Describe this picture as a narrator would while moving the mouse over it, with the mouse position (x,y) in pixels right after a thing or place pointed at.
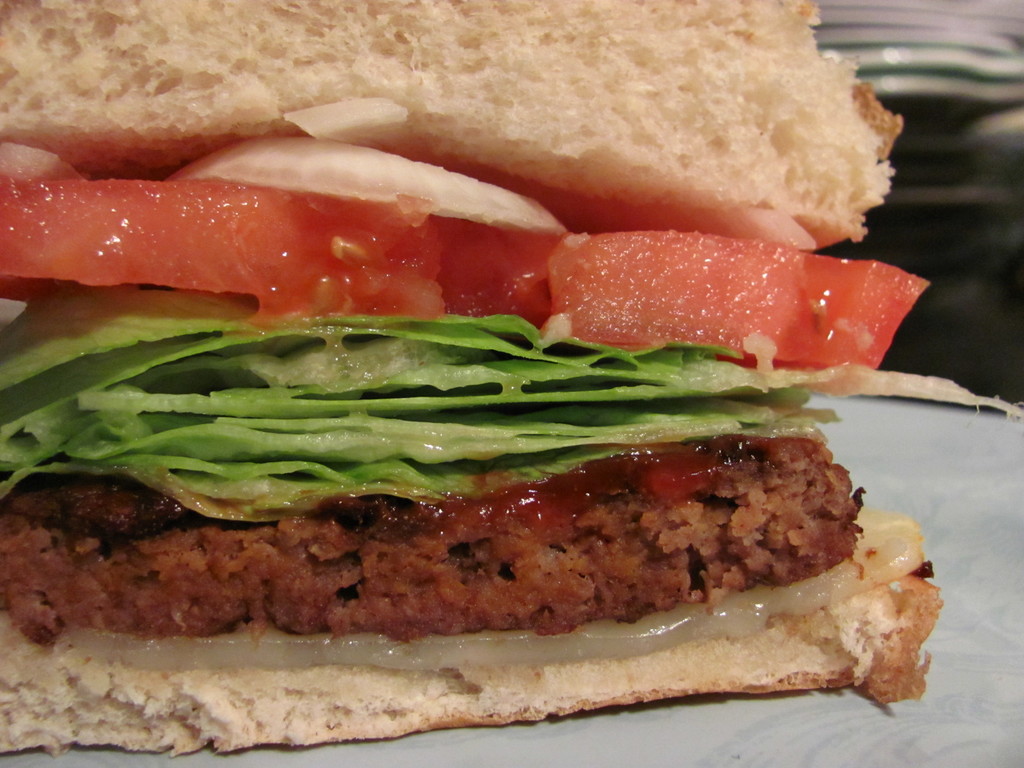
In this picture I can see a food item (572,404) on a white color surface (968,671).
